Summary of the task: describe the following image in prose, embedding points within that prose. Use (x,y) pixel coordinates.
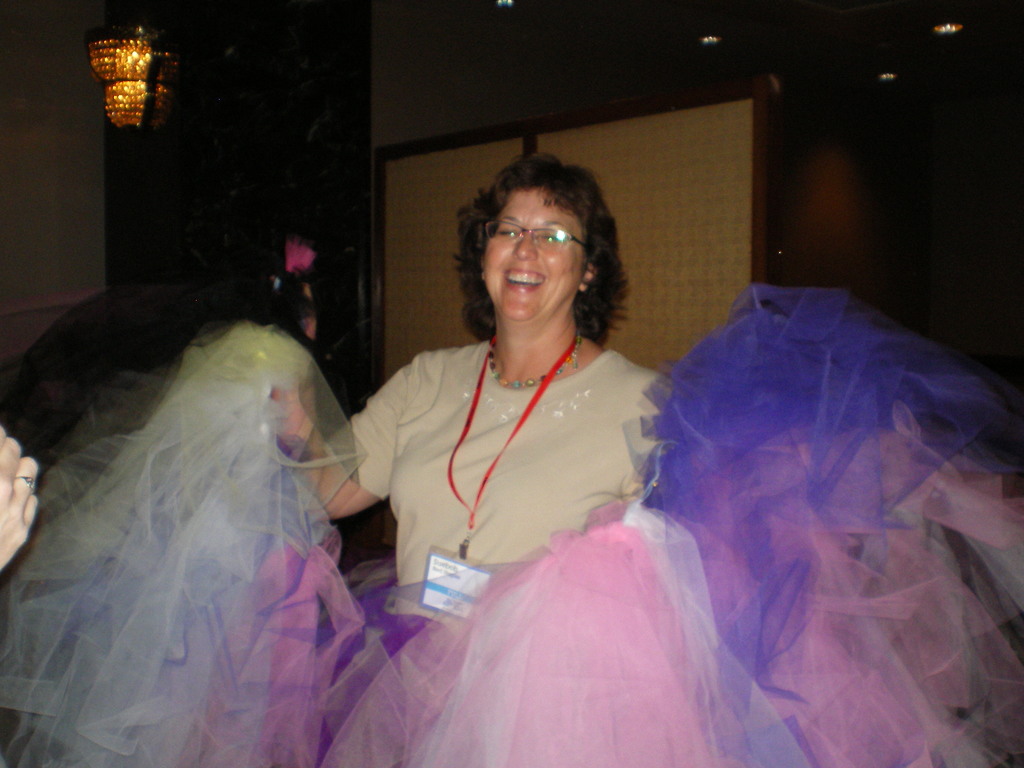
In this image, we can see a person (567,444) wearing clothes (466,477) and spectacles (579,241). There is a light (121,71) in the top left of the image (123,90). There is a hand (4,511) on the left side of the image (16,513).
